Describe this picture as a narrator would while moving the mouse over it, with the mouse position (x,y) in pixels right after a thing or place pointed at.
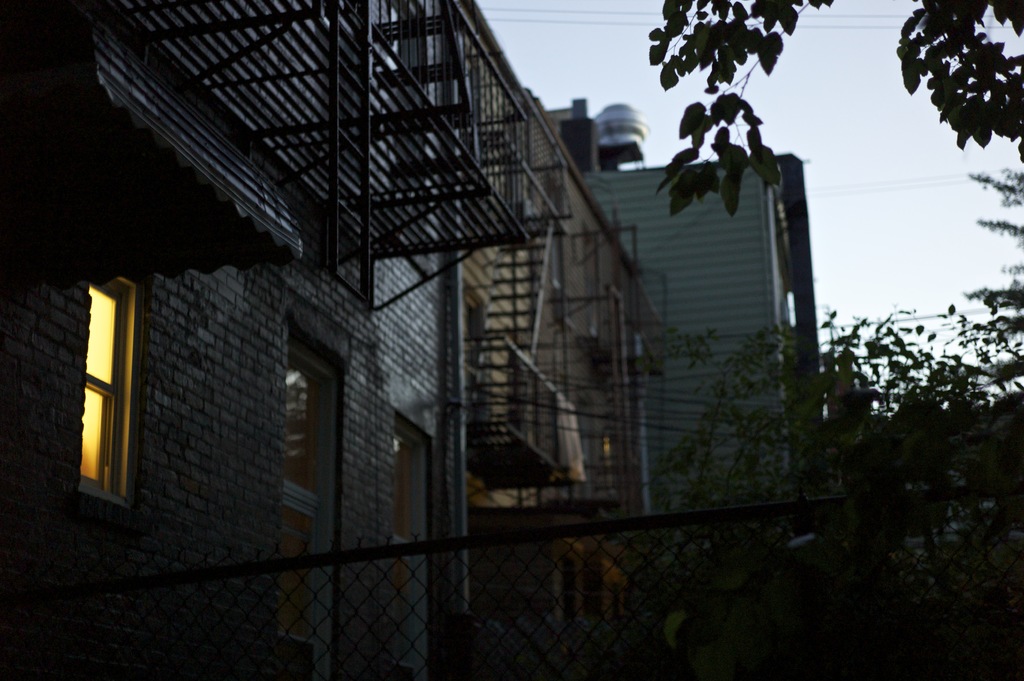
In this picture we can see mesh (573,545), buildings (557,318), leaves (706,27), windows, wires (962,311) and railings (404,151). In the background of the image (804,136) we can see the sky (838,156).
